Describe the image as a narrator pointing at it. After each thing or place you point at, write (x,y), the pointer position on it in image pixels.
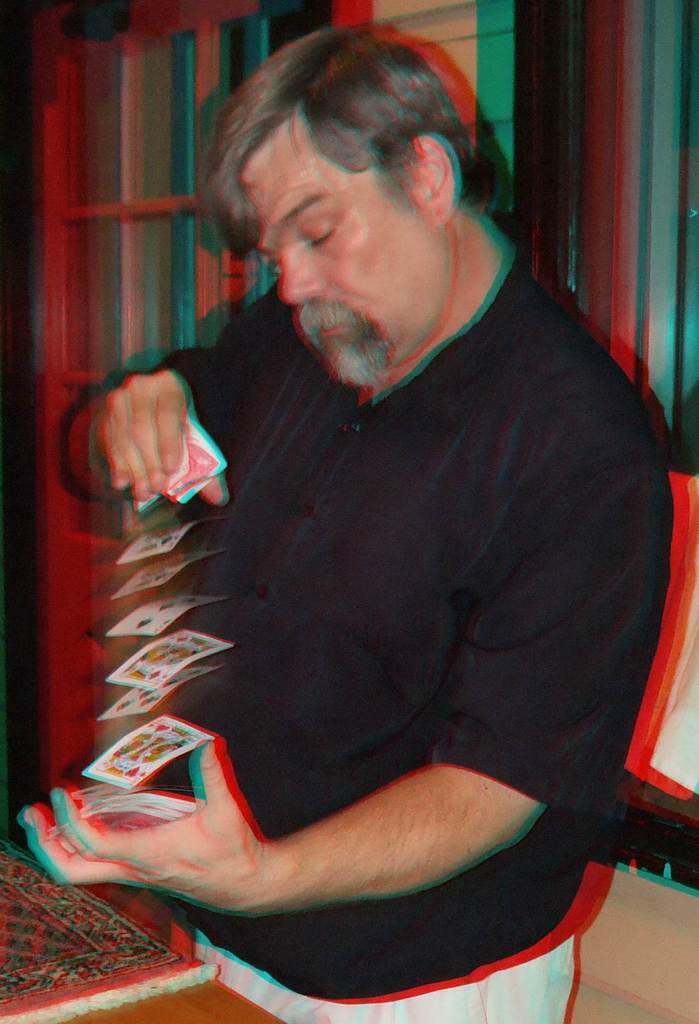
The man (472,407) in front of the picture who is wearing the black shirt (402,586) is standing. He is shuffling the cards (191,657). In front of him, we see a table (199,999) on which red color cloth (87,947) is placed. Behind him, we see a bag (690,626) in white and red color. We even see the wall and the windows (153,326).
